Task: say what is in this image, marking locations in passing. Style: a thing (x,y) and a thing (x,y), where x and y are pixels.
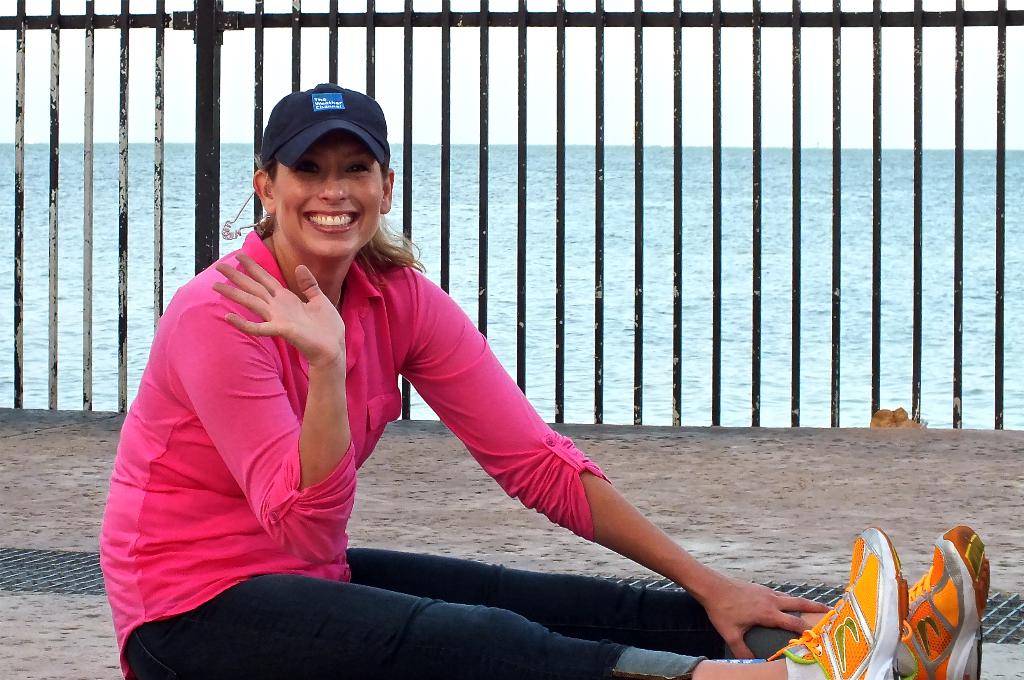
In this picture we can see a woman (279,340), she is sitting and she is smiling, behind her we can see few metal rods (599,184) and water (691,250).
